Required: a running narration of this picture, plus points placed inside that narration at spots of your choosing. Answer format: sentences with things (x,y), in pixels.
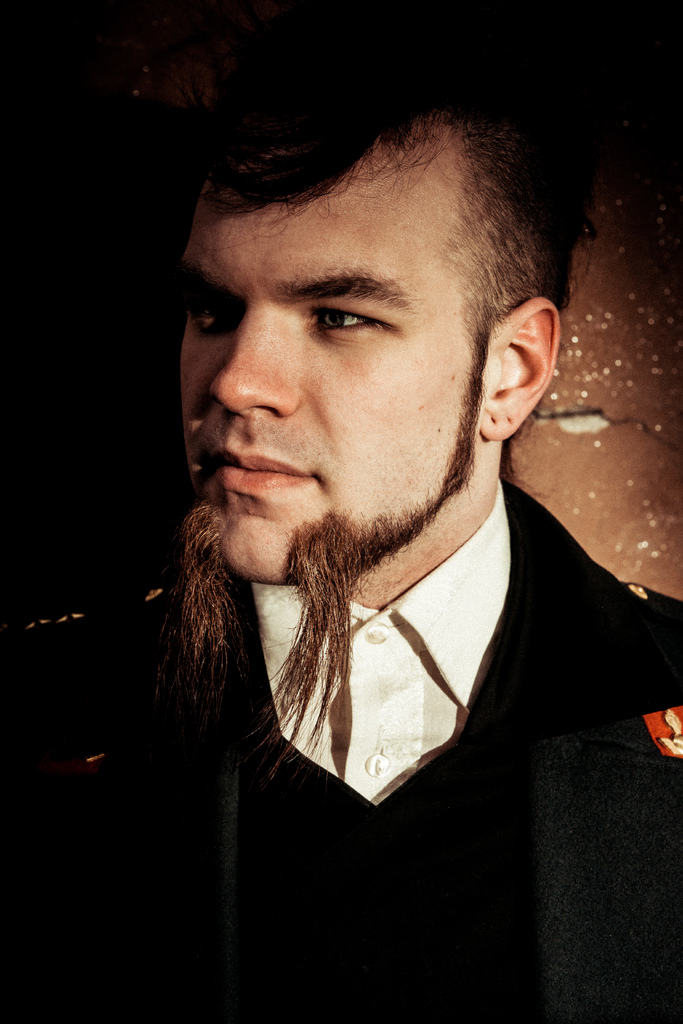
In this image we can see a person (457,354) with a beard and wearing a black color suit (490,895).
